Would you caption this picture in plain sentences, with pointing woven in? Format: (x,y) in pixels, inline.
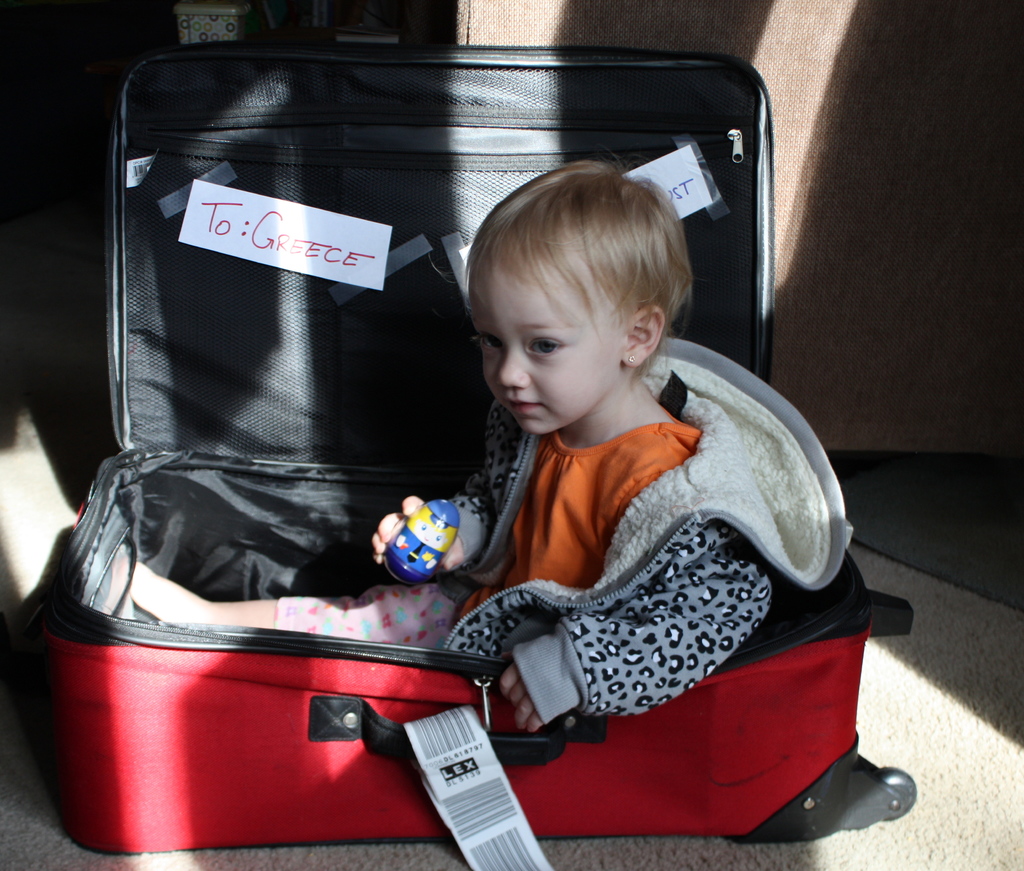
In this picture there is a suitcase (411,386) and a paper (283,252) written to Greece in the suitcase (380,298). And a small kid (601,498) in the suitcase (439,492) holding a toy (431,526). She is wearing a sweater (689,540) and a orange color dress (524,555). There is a wall (803,44) in the background (813,85).
